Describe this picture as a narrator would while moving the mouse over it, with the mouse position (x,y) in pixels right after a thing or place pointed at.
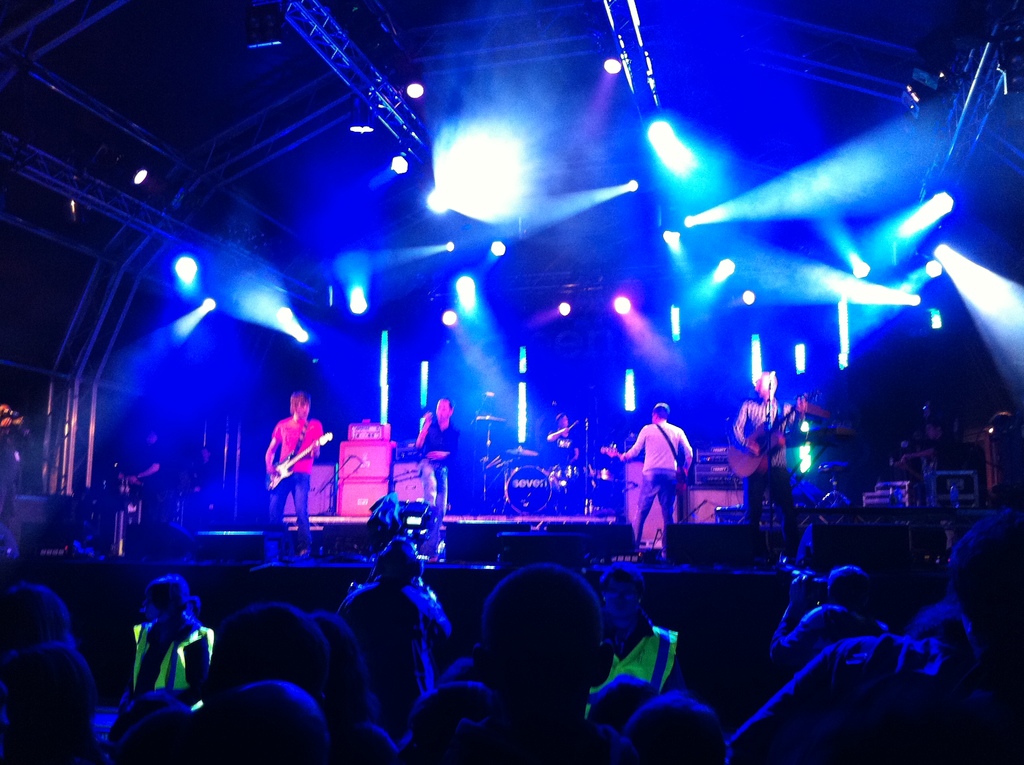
In this picture there are people (982,562) at the bottom side of the image (506,618) and there is a stage (527,548) in the center of the image (553,344), there is a drum set (546,468) in the center of the image (526,430) on the stage (466,456) and there are men (640,448) on the stage (707,436), by holding guitars (620,453) in their hands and there are spotlights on the roof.
